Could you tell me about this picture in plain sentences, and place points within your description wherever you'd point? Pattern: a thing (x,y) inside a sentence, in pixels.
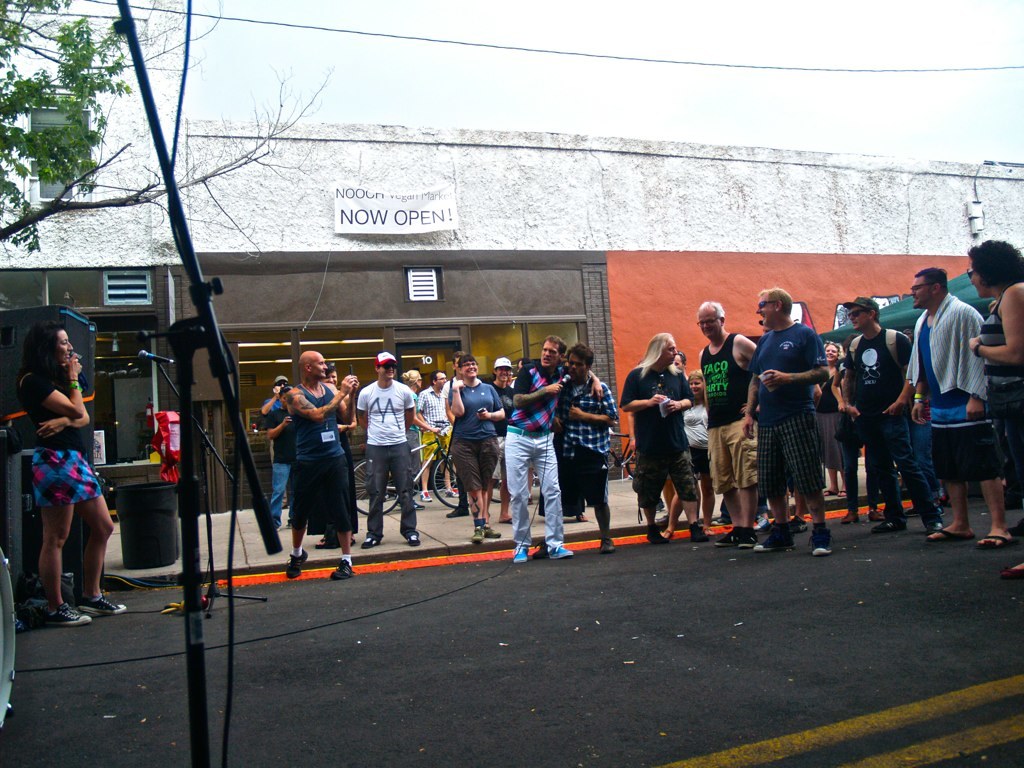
in this image there is a group of persons (481,454) standing in middle of this image (537,440), and there is a Mic stand (197,615) at left side of this image (199,617). There is a building (428,359) in the background (467,196) and there is a board (367,206) some text (381,211) written on it at top of this image, and there is a tree (51,154) at left side of this image (65,144) and there is a road (561,649) at bottom of this image (690,629) and there is a sky (687,56) at top of this image (614,67).
